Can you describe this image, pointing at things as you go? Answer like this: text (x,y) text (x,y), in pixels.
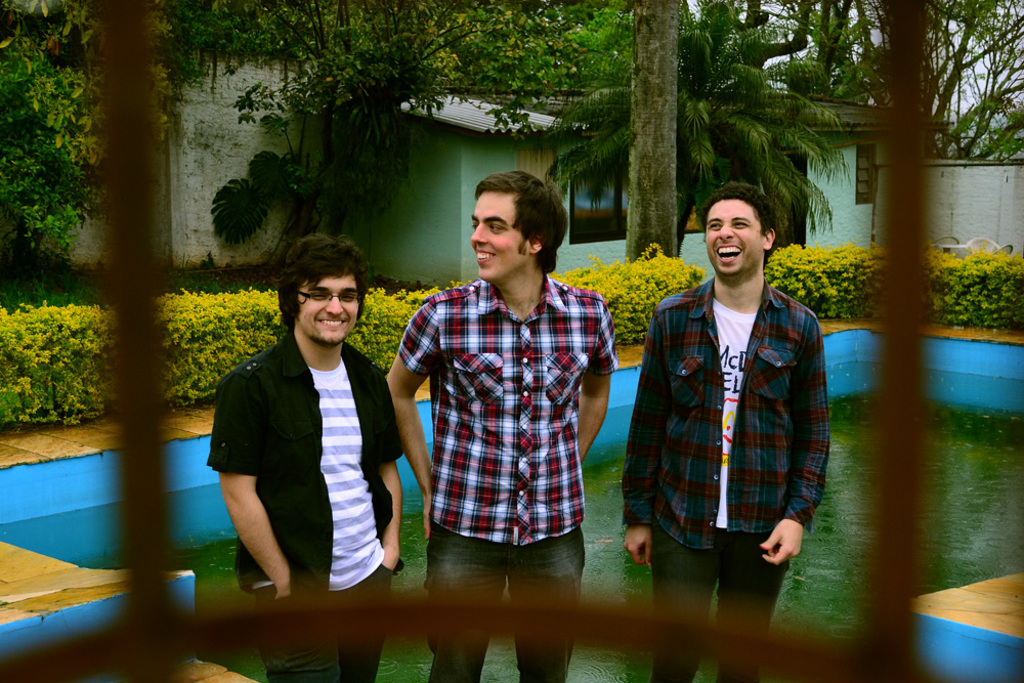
In this image, we can see three men (490,450) standing and they are smiling, there is a swimming pool (995,505), there are some plants (108,390), in the background (32,196) there are some green color trees (567,51) and there is a room (490,167).
